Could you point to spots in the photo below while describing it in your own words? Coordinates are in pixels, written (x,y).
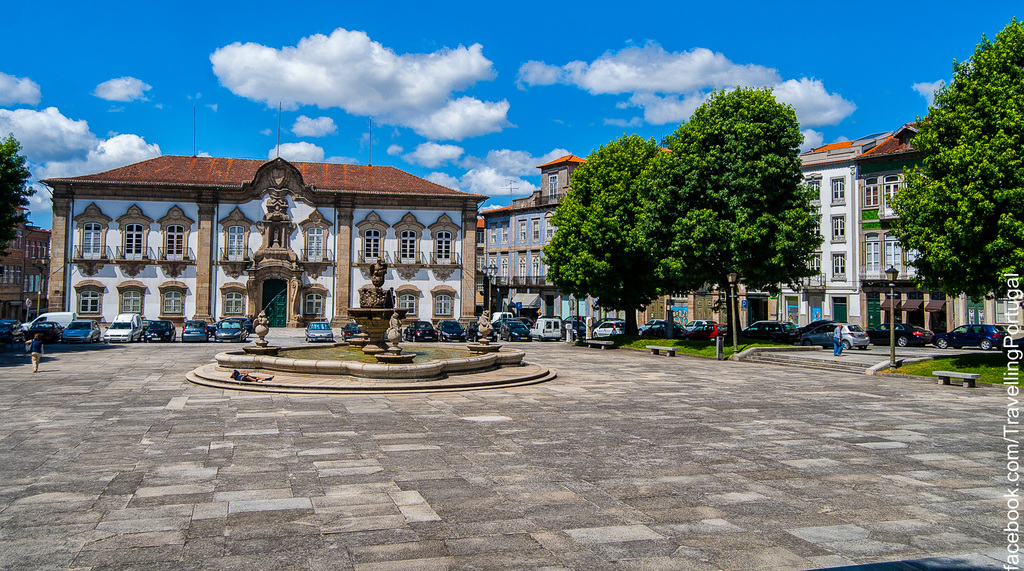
In this image there are statues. There are people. There are cars (820,324) on the road (43,383). In the background of the image (568,249) there are trees (974,178), buildings (160,257), light poles (735,309) and benches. At the top of the image (594,53) there are clouds (364,42) in the sky (381,20). There is some text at the right side of the image (1017,557).
